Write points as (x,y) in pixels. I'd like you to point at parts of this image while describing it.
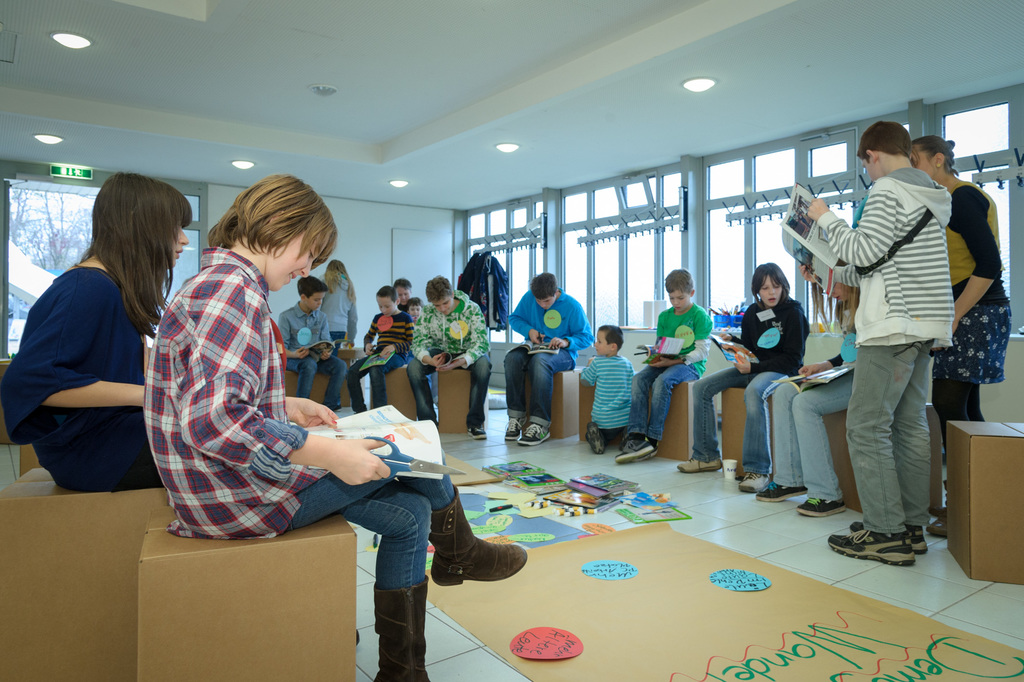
This image is clicked inside a room (194,74). There are lights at the top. There are so many persons (146,218) sitting in the middle (461,310). There are windows (739,282) in the middle (643,247). There is a door (38,197) on the left side (49,208). There are trees (43,230) on the left side (23,246). There are so many books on the floor (559,464).
